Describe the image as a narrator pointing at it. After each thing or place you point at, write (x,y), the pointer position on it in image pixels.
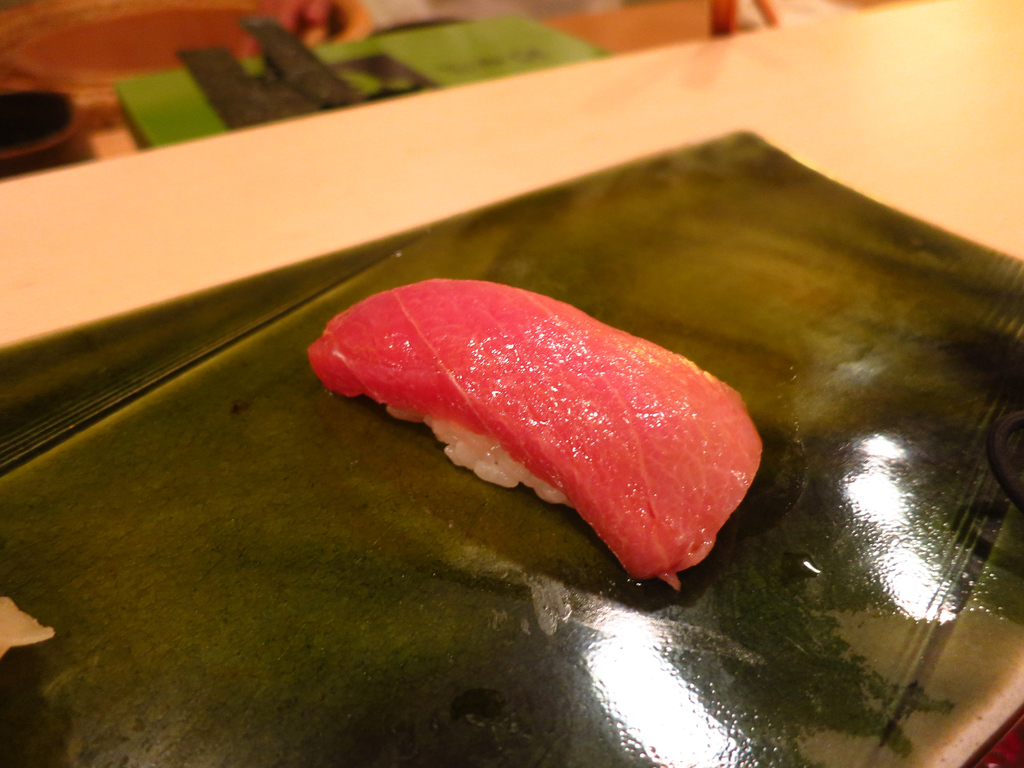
In this picture we can see the red meat piece (740,484) is in the green color plate (904,624) which is placed on the wooden table top (112,171).
